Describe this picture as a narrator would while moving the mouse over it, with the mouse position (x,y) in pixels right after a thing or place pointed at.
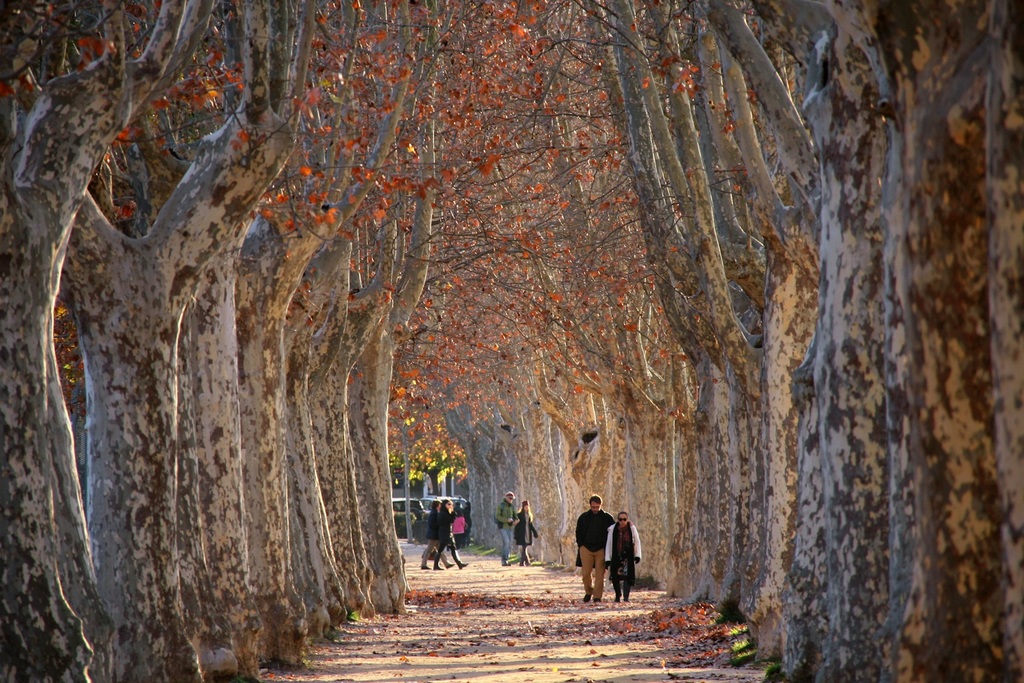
In the image to the bottom (601,649) there is a way (563,595) with leaves (425,599) and few people (588,570) are walking. To the left (146,560) and right side of the image (816,458) there are many trees (238,393). And also in the background (430,218) there are trees (444,275) with leaves (480,122).
